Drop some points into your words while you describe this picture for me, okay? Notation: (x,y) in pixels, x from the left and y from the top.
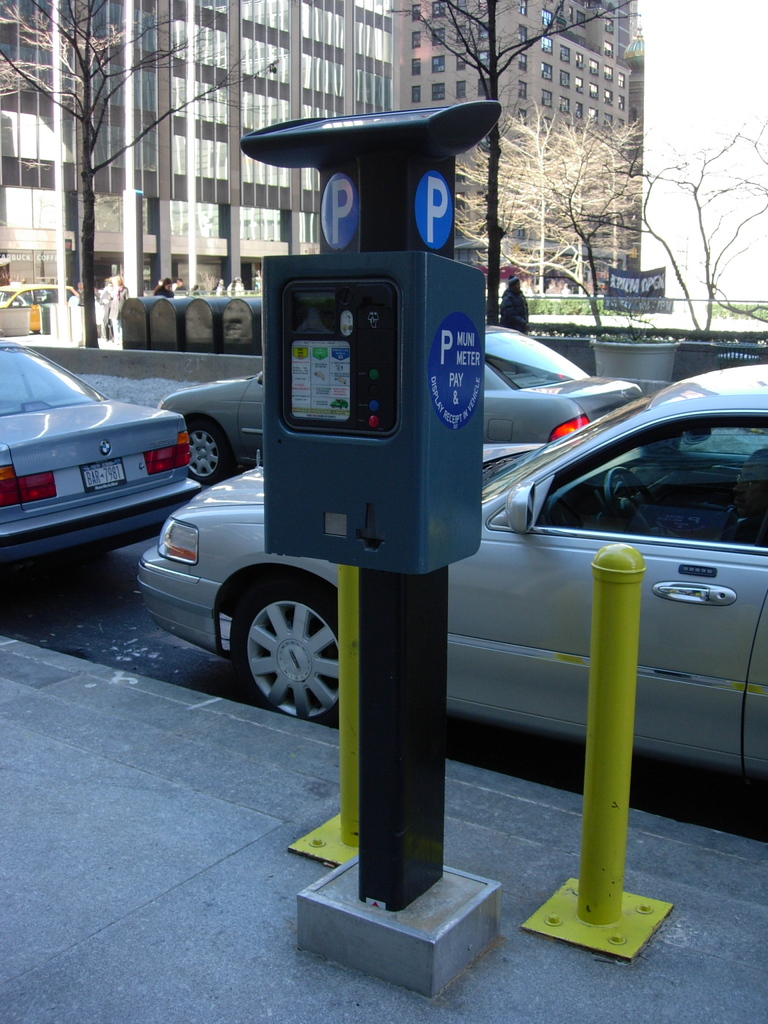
In the foreground of the picture (45,750) we can see poles (444,620), a box (374,441) and footpath (302,736). In the middle of the picture (498,677) there are cars (177,404), road (49,579) and a person (519,303) walking. In the background (27,40) there are trees (88,295), people (104,295), car (34,293), buildings (102,267), banner (644,282), plants (603,301), sky (649,206) and various objects (130,344).
